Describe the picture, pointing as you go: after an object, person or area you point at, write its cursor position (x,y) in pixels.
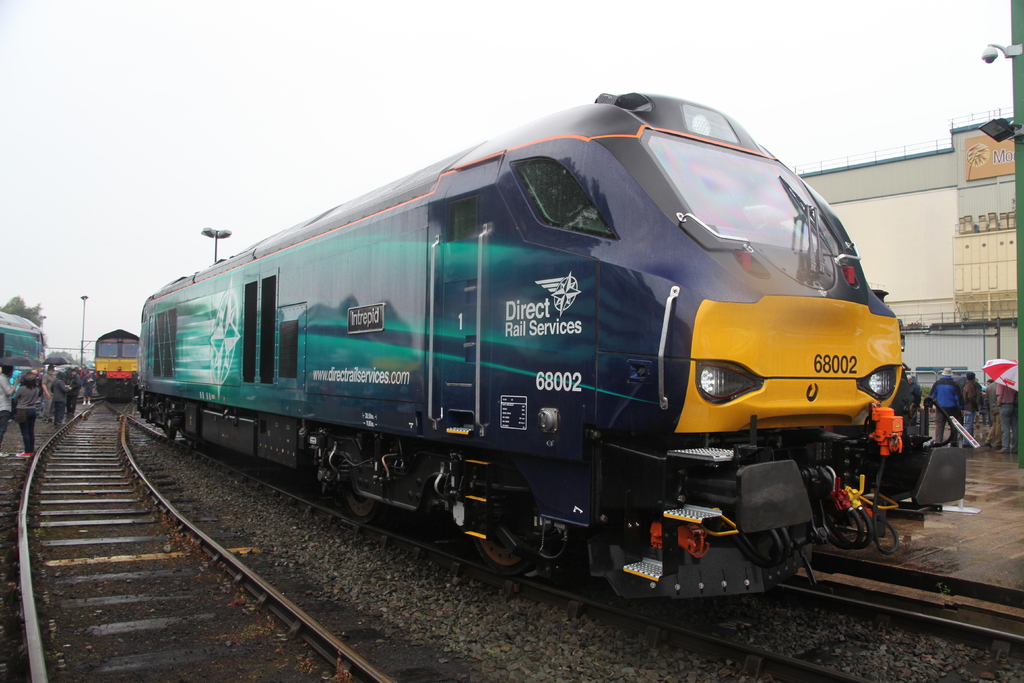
In this image we can see a few people (54,396), some of them are holding umbrellas (1005,368), there are trains (525,265) on the tracks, we can see some text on a train (396,294), there are poles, light poles (1020,106), a CCTV camera (1006,49), there is a building (932,340), trees (31,312), also we can see the sky (438,119).
